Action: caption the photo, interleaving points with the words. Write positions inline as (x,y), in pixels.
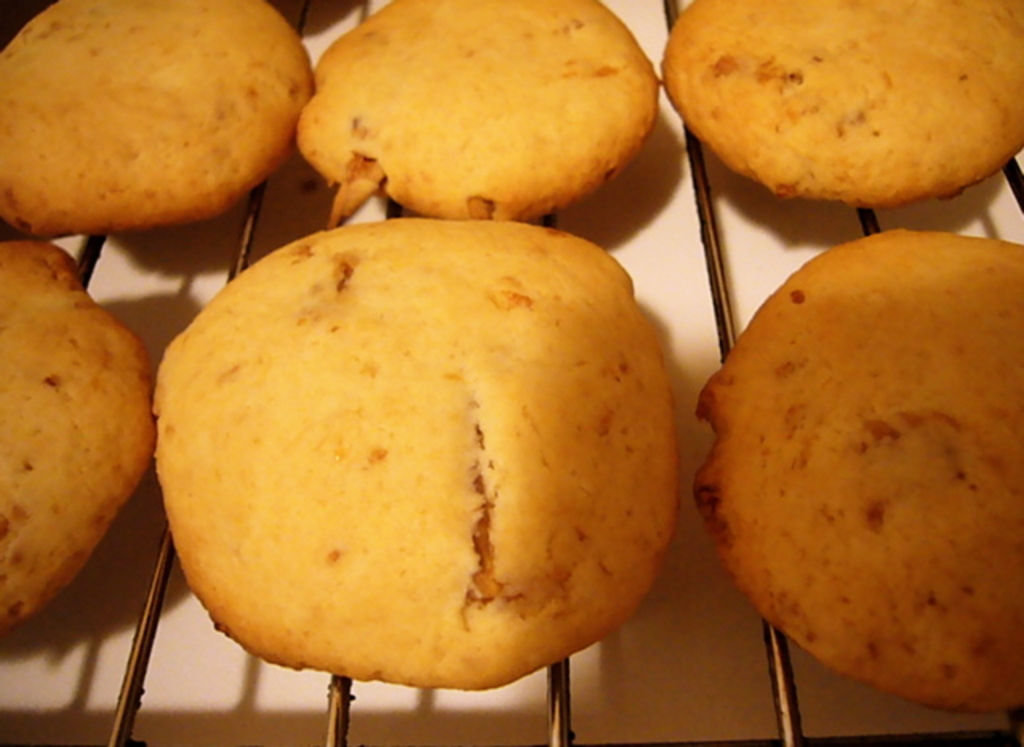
In this picture we can see cookies (233,349) on the grill (137,665) and the grill (551,706) on the white surface (589,689).
